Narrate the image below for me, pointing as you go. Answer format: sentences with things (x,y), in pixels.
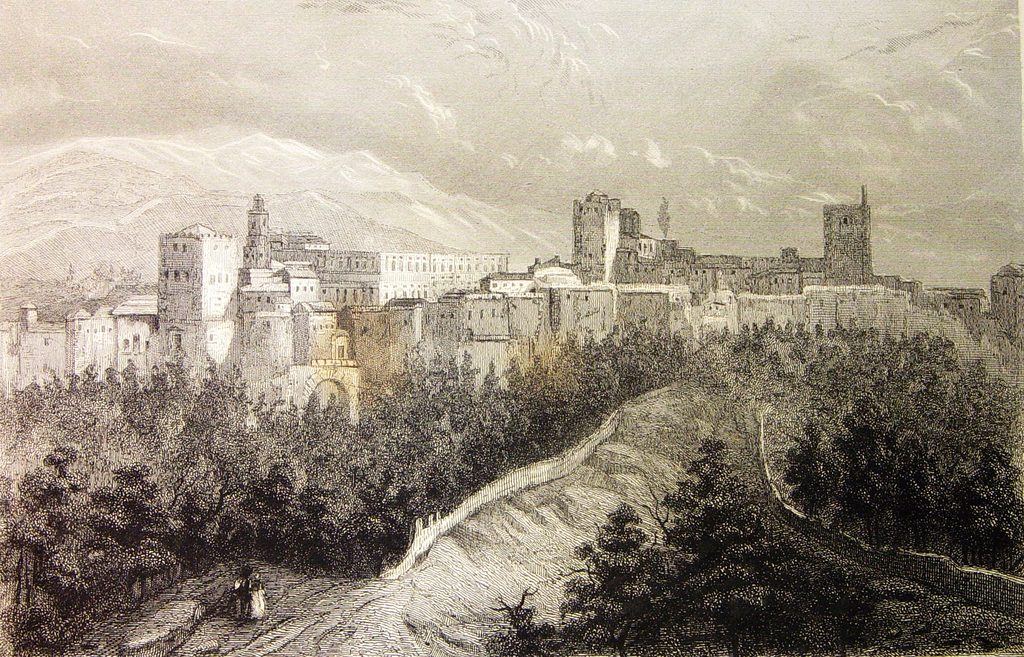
This image is consists of a sketch (483,311).
